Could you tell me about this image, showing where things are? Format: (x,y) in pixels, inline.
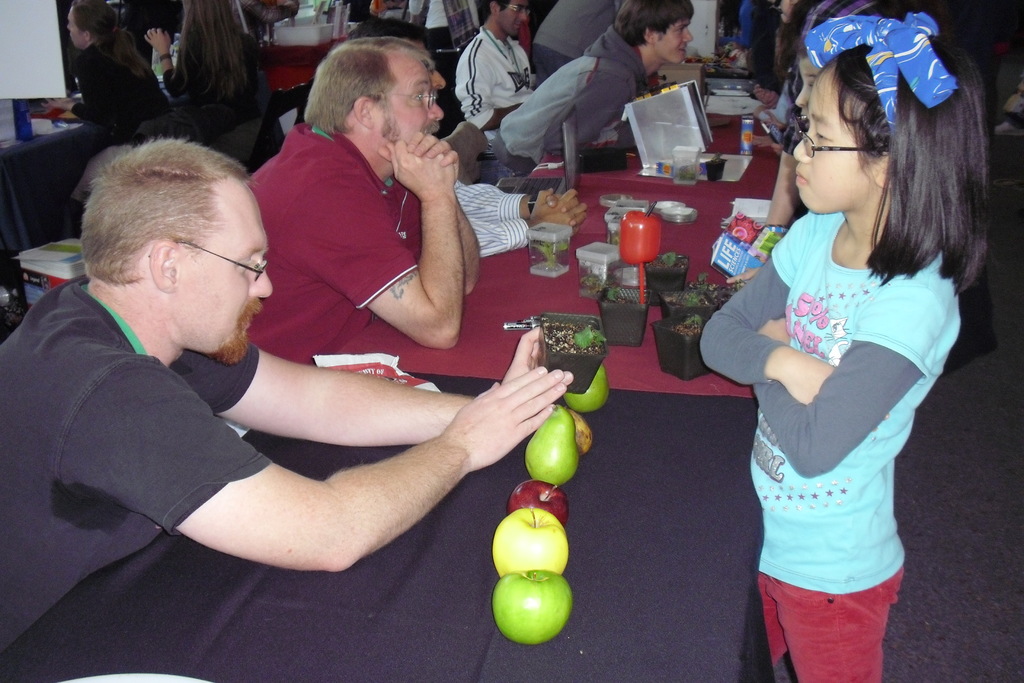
In this picture I can see number of people (369,121) in which most of them are sitting and rest of them are standing and in the middle of this picture (664,402) I can see the tables (690,419) on which there are fruits (563,518), few planter (611,295), boxes (593,282) and other things (741,71).
